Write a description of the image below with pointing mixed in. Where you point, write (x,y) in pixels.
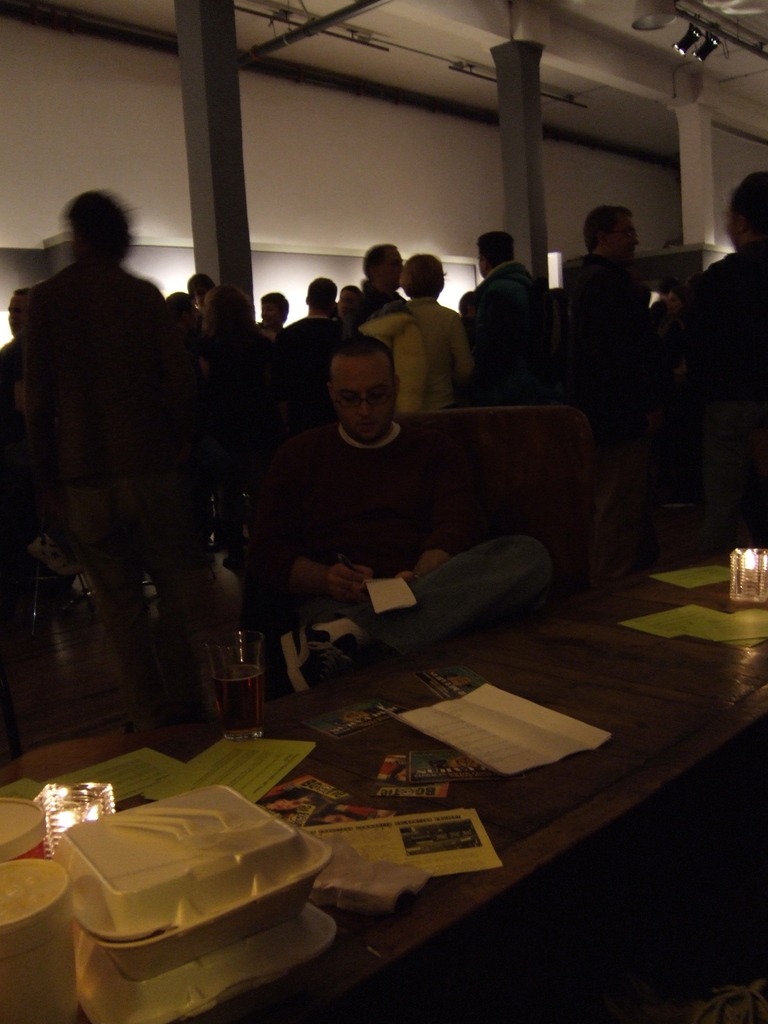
In this image I see a man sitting on the chair (568,432) and there is table (266,725) in front (272,736) and there are lot of things (496,717) on it. In the background (730,351) I see lot of people (739,348), pillars (690,160) and the wall (475,158).
